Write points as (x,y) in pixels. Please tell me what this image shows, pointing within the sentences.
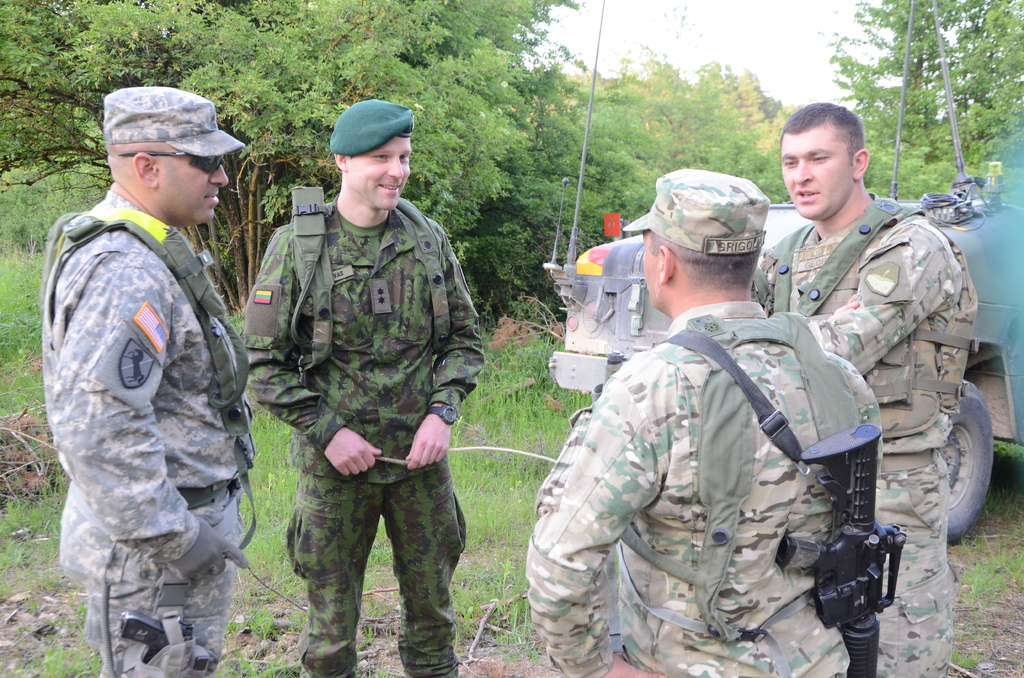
4 Army men (561,514) are standing, they wore army dresses (691,479), weapons (818,555) and caps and speaking. On the right side (1018,219) there is a vehicle (997,219), at the back side (280,164) there are trees (417,174) in this image.
